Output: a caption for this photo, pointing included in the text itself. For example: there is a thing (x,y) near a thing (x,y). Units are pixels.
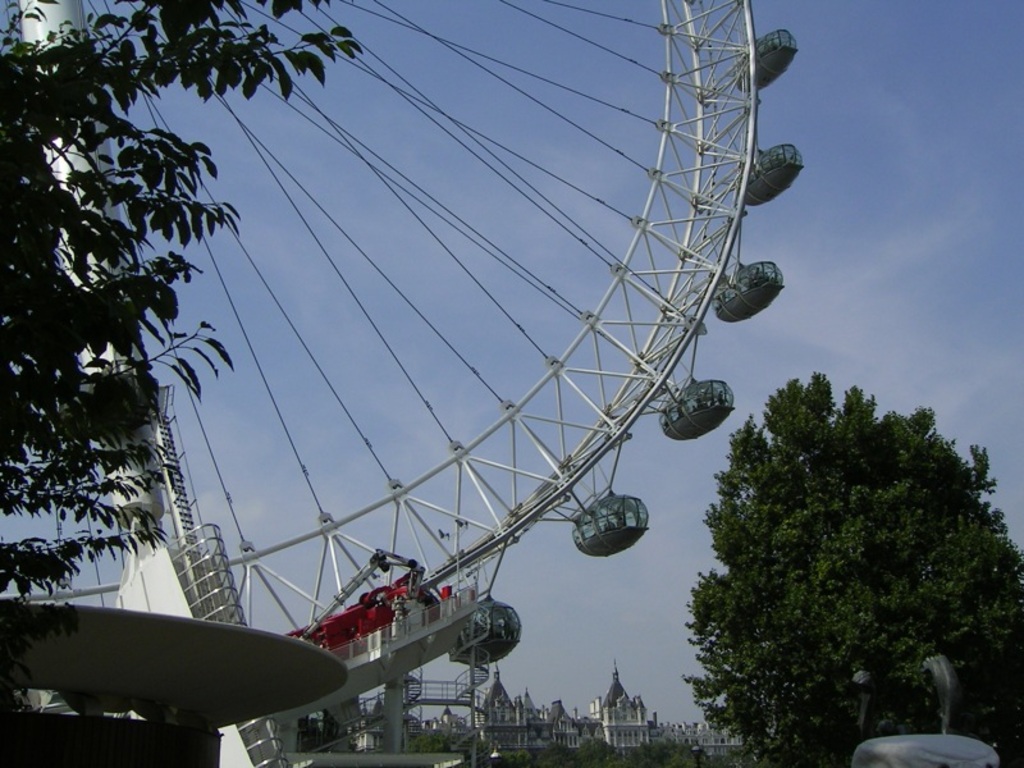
In the foreground of this image (126,510), on the left (107,278), there is a tree (107,182), an object (150,647) and the giant wheel (450,344). On the right (837,607), there is a tree (787,705). In the background (635,716), there are buildings (639,716), sky (812,257) and the cloud (790,307).
